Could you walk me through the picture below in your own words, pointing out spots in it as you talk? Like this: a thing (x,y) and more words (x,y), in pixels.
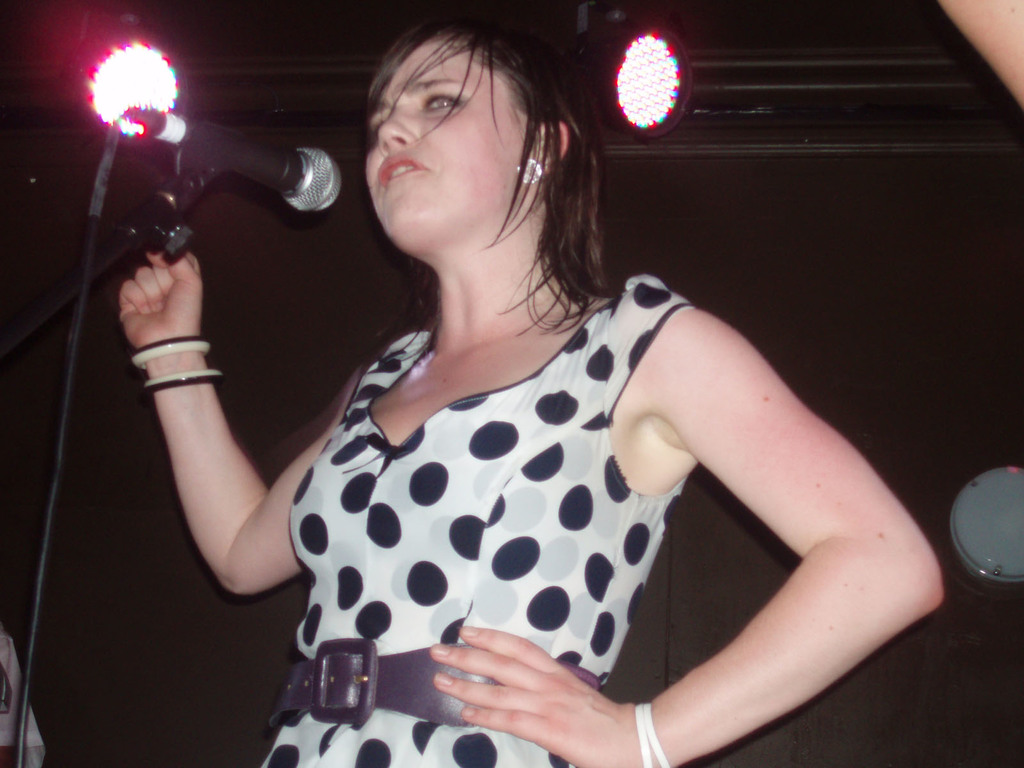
In this image we can see a girl (602,673) wearing a dress (438,488) is standing. To the left side of the image (236,160) we can see a microphone (203,153) placed on a stand (156,229). In the background (679,81) we can see two lights (664,69).
